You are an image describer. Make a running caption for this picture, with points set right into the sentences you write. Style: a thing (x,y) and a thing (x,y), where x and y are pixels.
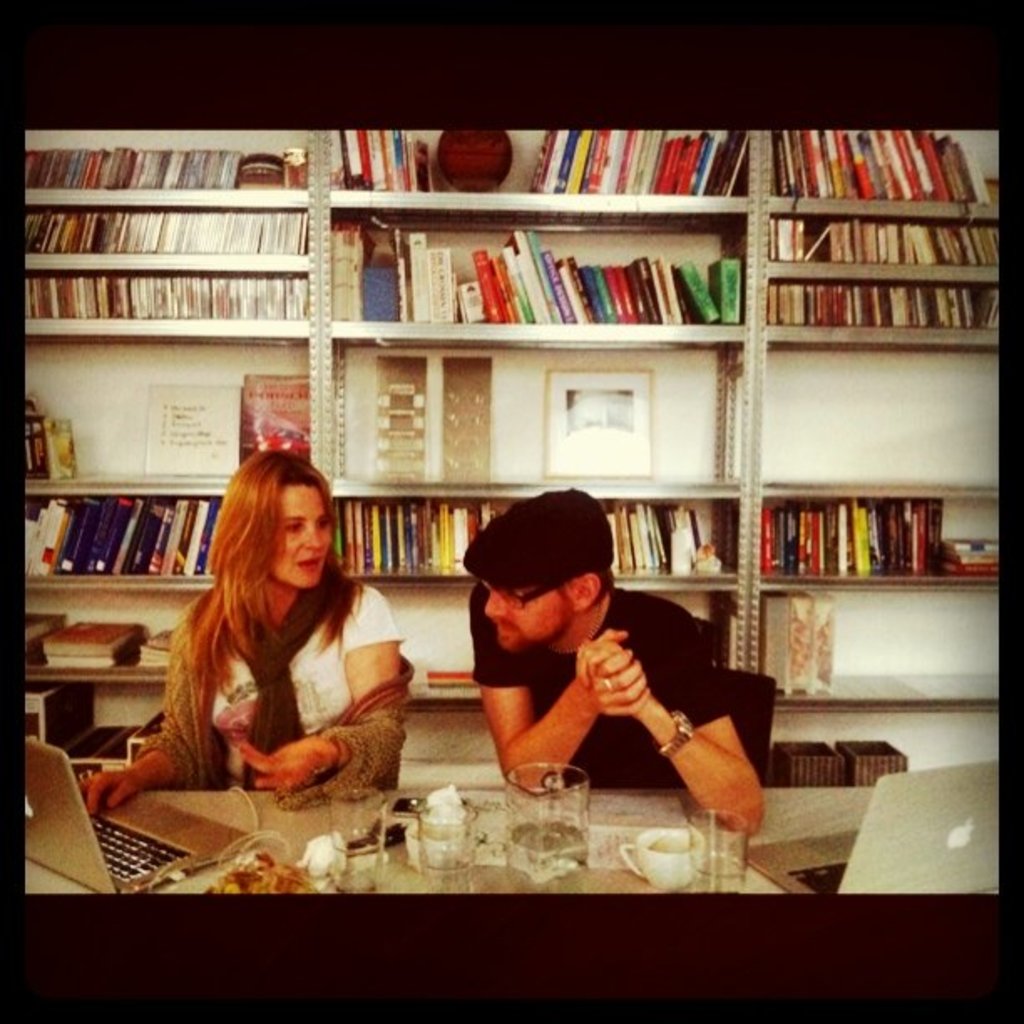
In this picture we can observe a couple (357,754) sitting in the chair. One of them was a woman (268,536) and the other is a man (525,600) wearing a cap (525,555) on his head (503,604). In front of him there is a table (666,818) on which we can observe glasses (378,845), jar (568,805), cup (662,858) and laptops (939,808). Behind them there is a bookshelf (101,263). We can observe a wall (905,367) in the background (924,411).
